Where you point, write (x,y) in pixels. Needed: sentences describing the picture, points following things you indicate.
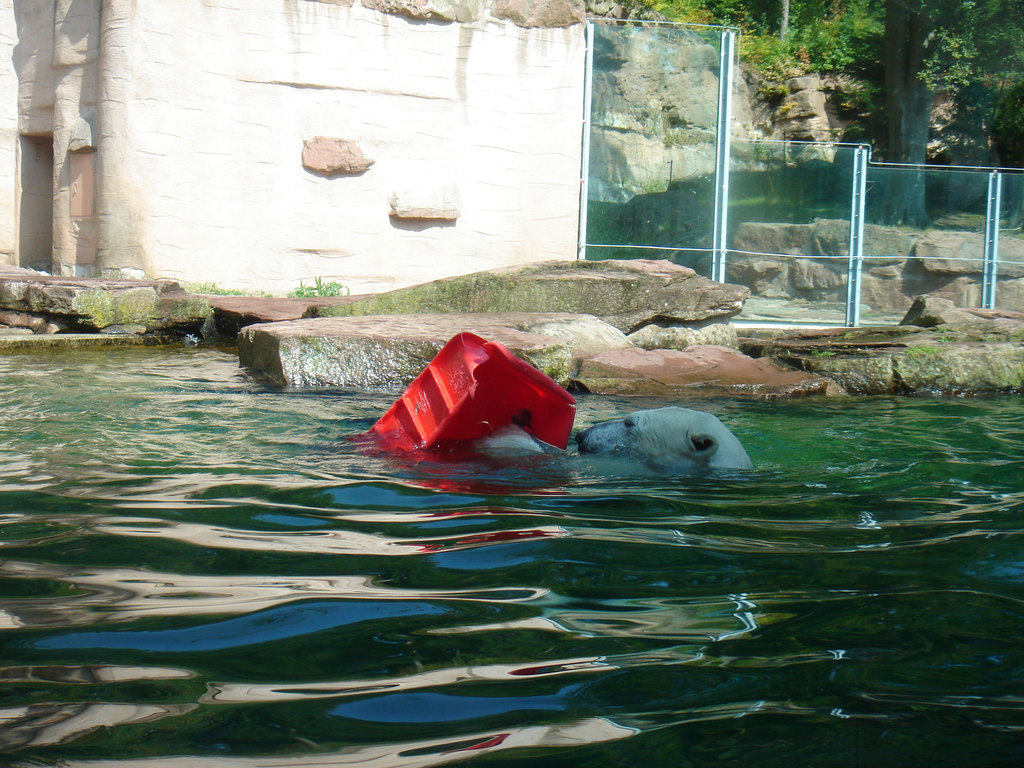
In this image we can see a polar bear (701,428) with red color object (500,417) in the water (567,553). In the background (540,254) we can see a fence (733,210), wall (76,148) and also trees (880,86).
